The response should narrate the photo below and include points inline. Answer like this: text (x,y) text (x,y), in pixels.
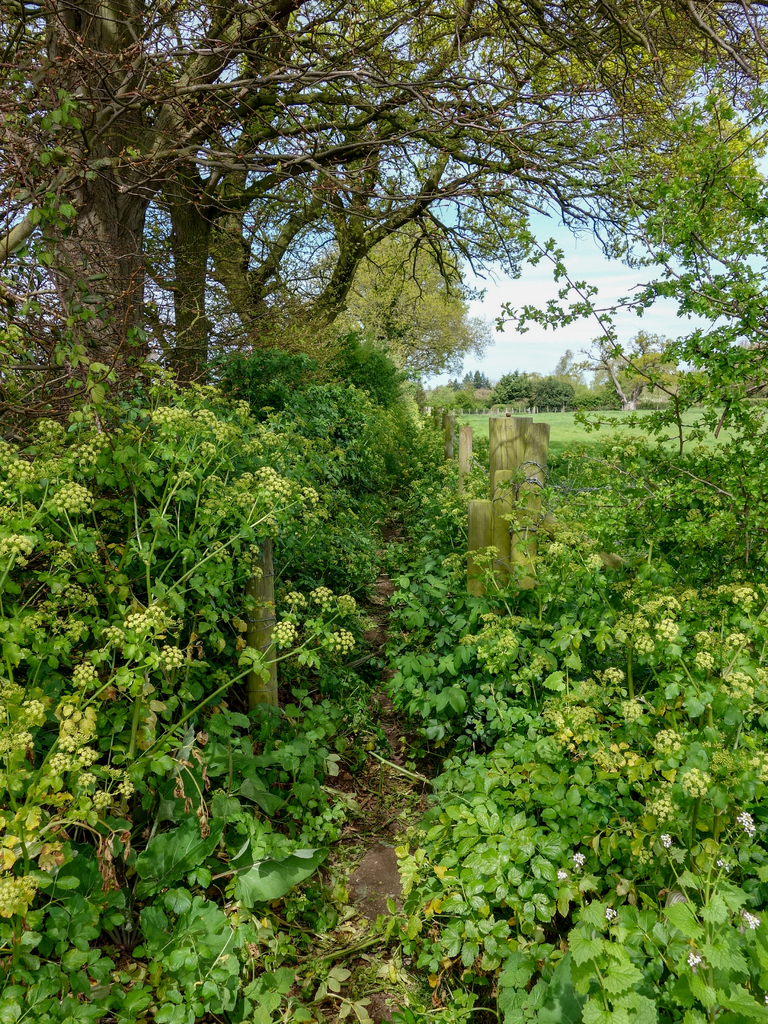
In the picture we can see a group of plants (572,998) and trees (758,481) and in the background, we can see a part of the sky (500,357).
